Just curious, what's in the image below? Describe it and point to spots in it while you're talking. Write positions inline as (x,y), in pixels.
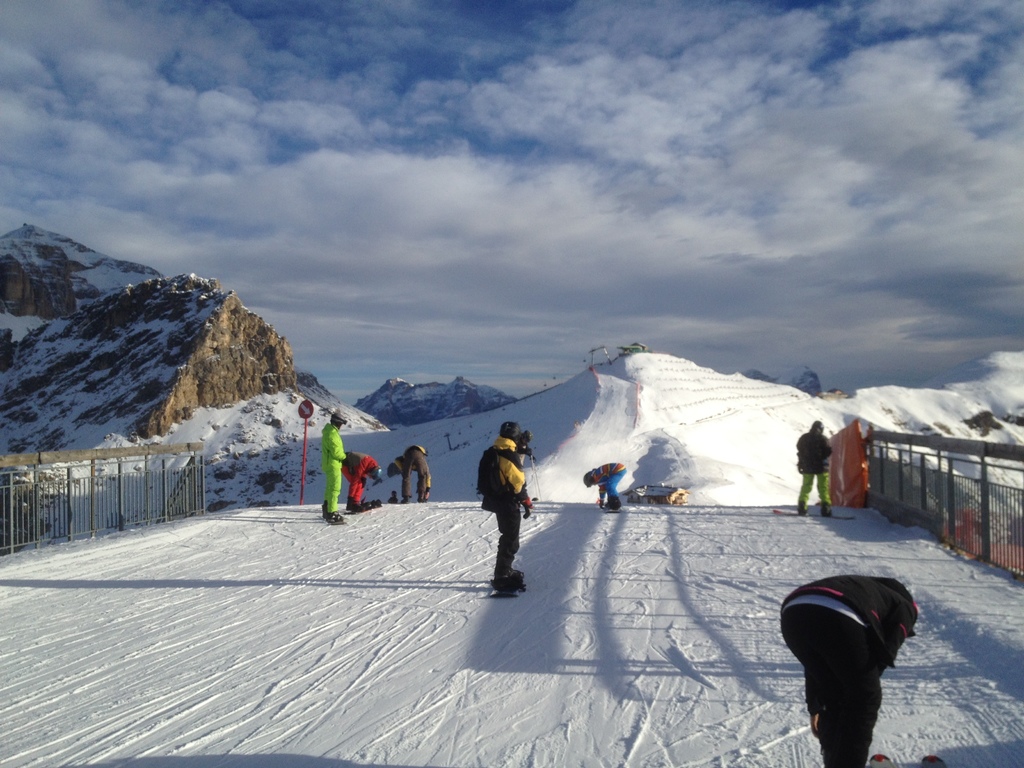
In this image I can see group of people (509,590) standing on the snow (683,620) and they are wearing multi color dresses (847,610). Background (162,504) I can see the fencing (135,492) and I can see the snow (417,433) in white color, mountains (117,293) and the sky (491,70) is in white and blue color.
